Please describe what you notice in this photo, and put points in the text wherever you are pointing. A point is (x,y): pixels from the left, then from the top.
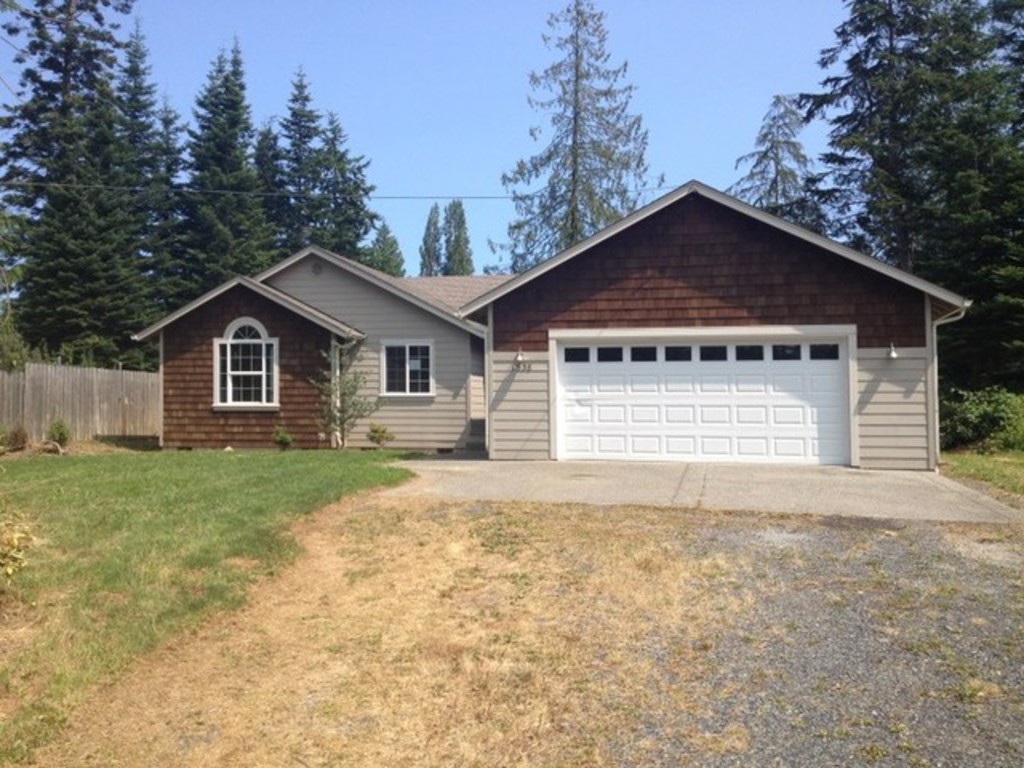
In this image, we can see a house (207,347), trees (941,178), plants (283,435) and there is a fence (109,413). At the top (698,90), there is sky (733,94) and at the bottom (490,602), there is ground (404,602).
